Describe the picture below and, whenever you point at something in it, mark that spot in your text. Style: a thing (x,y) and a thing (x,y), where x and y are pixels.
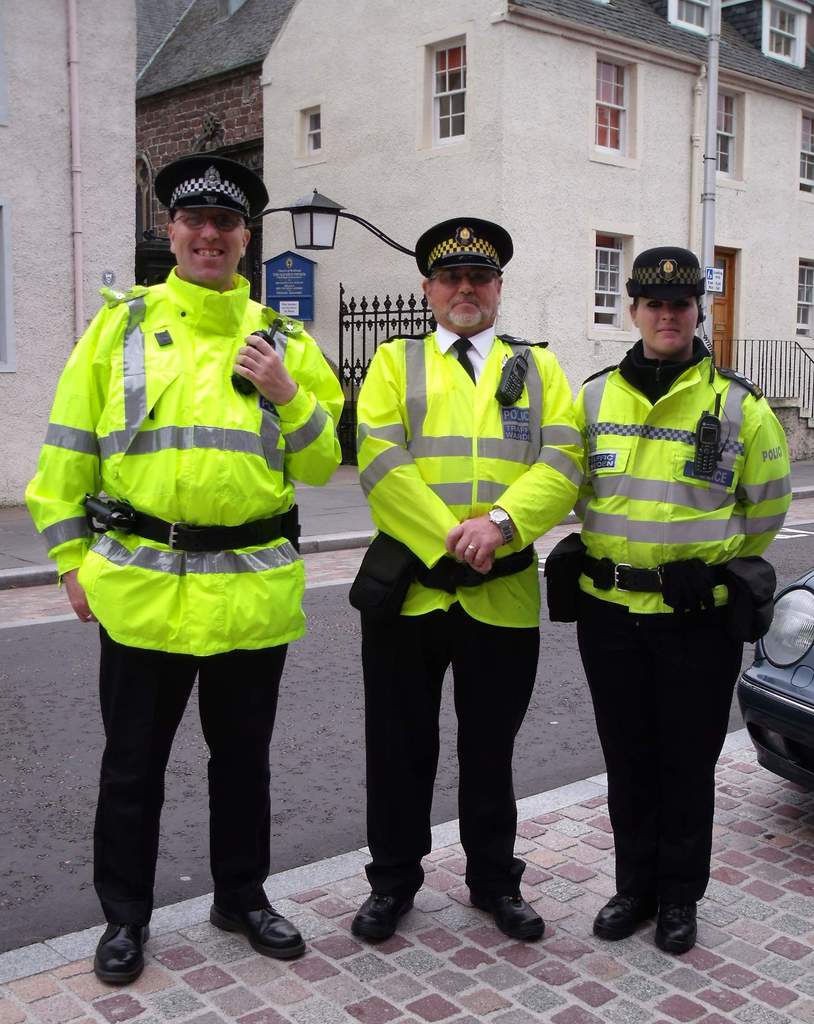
In the foreground of the picture (577,432) there are three people (389,573) standing on the footpath (733,791). On the right (789,664) there is a car (775,698). In the center (306,640) there is road (35,609). In the background (460,114) there are buildings (353,202), gate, street light (303,230), pole (715,223), staircase (790,406), railing (761,370) and footpath (358,508).
